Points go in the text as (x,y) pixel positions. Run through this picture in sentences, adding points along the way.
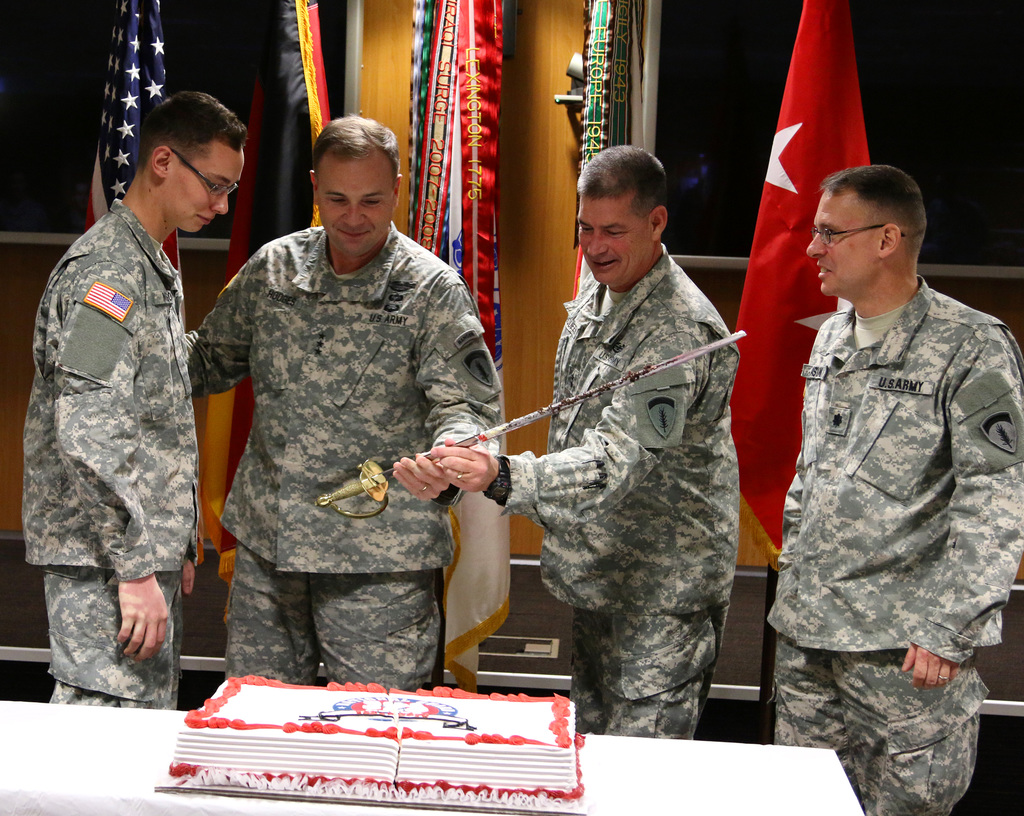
In this picture we can see four people (794,555) and two people (715,588) are holding a sword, in front of them we can see a cake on the platform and in the background (482,528) we can see flags (457,520).
